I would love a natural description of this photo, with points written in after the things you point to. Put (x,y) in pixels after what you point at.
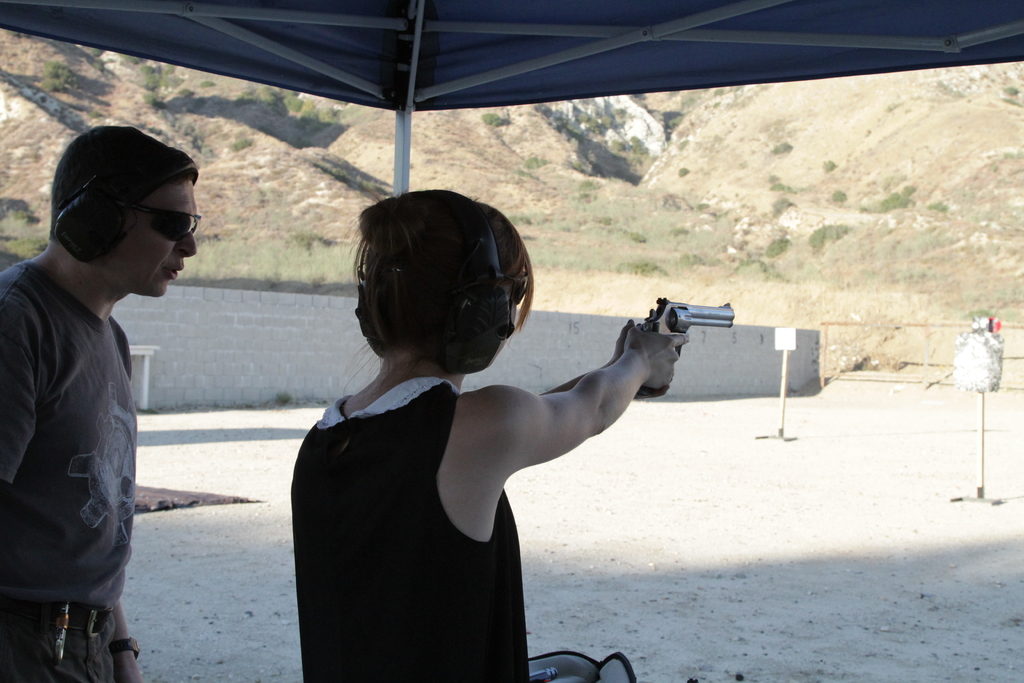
On the left side (54,610) a man (114,306) and a woman (410,291) are standing under the tent (451,65). The woman (472,273) is holding a gun (686,307) in the hands (640,374) and facing towards the back side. On the right side (963,342) two boards (964,358) are placed on the ground (812,483). In the background (298,374), I can see a wall (287,347) and few hills (650,119).
